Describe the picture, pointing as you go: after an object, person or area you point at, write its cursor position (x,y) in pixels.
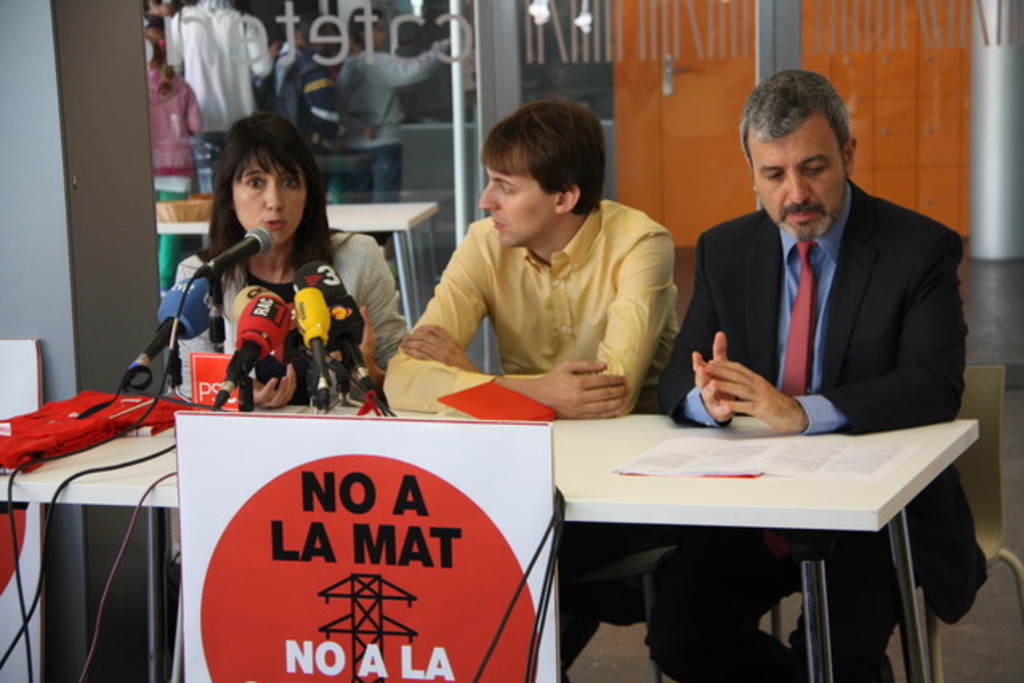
A woman (288,296) is speaking at a press conference and two men (442,281) are listening to her sitting beside.
